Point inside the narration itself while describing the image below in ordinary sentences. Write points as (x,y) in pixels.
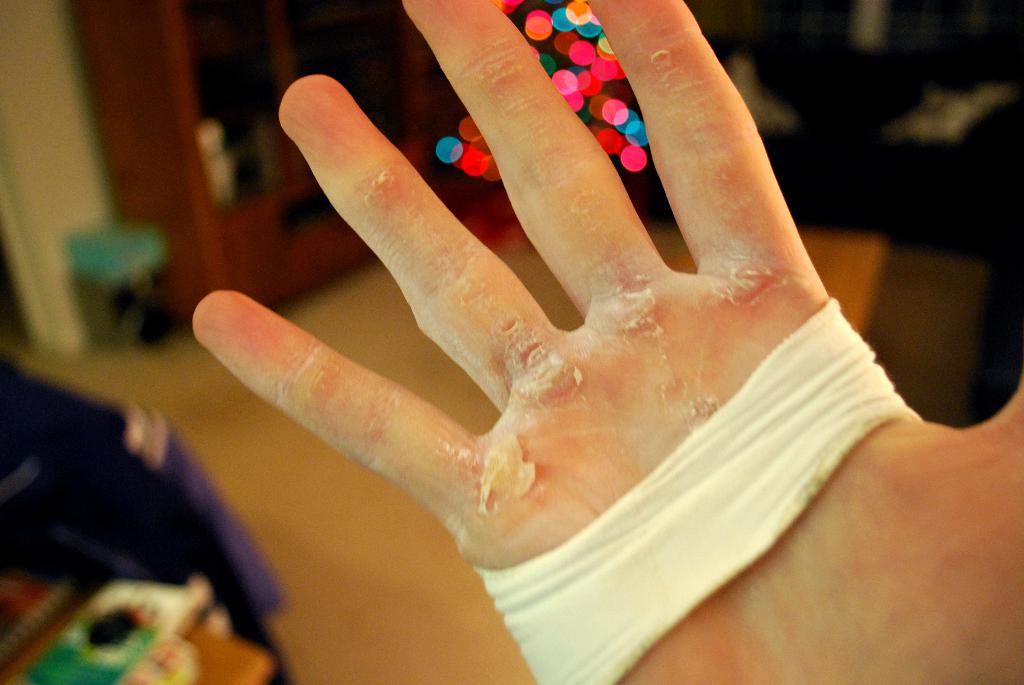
In this picture we can see a fully injured hand (681,339) of a person (534,508).
